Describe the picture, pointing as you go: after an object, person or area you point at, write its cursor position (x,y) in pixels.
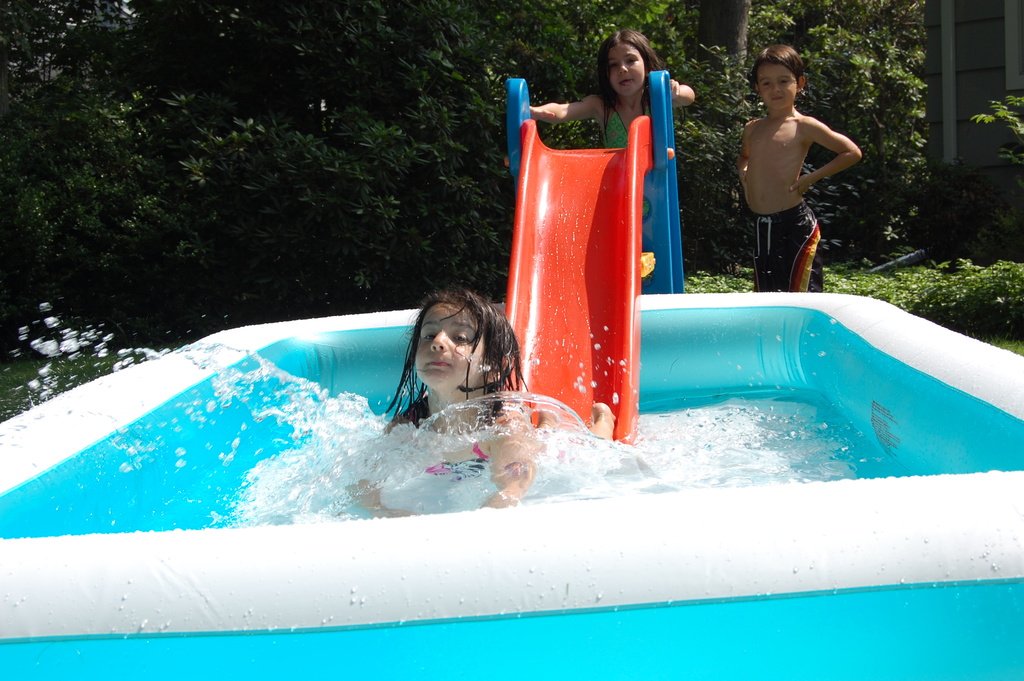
In this image we can see water (603,460), slide (672,123) and children (750,127). One girl (501,367) is in water (441,427). Background (914,289) there are plants (958,284) and trees (834,76).
